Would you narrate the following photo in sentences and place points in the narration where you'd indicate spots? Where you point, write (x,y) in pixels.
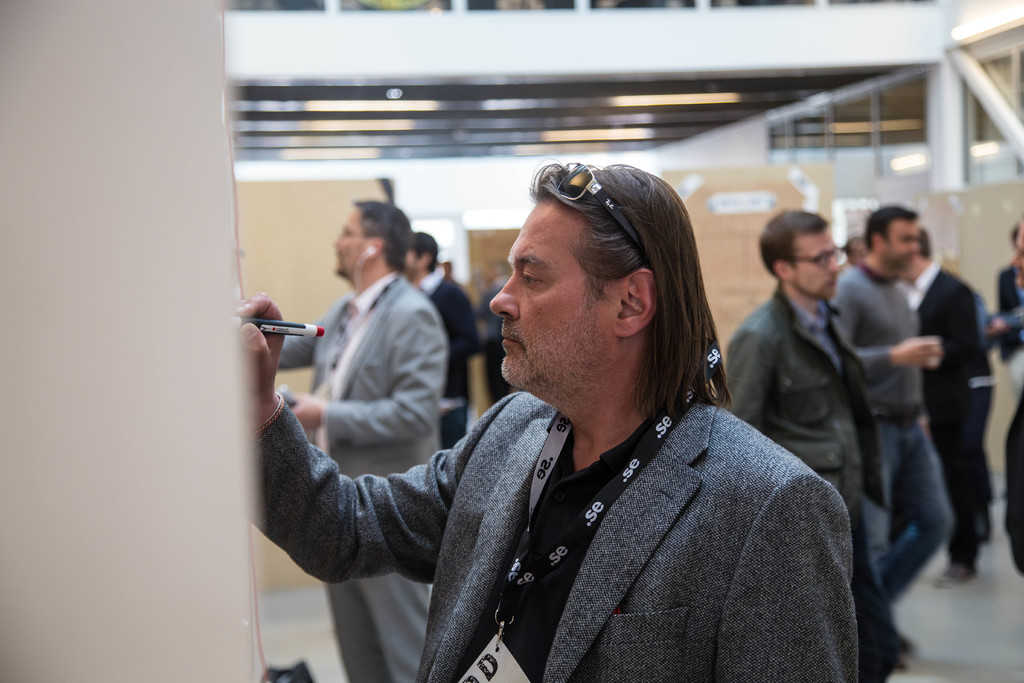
In the image, there are few men (795,331). In the front (576,506) the first man (564,497) is writing something with a marker (246,318) he is wearing a blazer (595,542) and goggles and the background of these people (868,294) is blur.
